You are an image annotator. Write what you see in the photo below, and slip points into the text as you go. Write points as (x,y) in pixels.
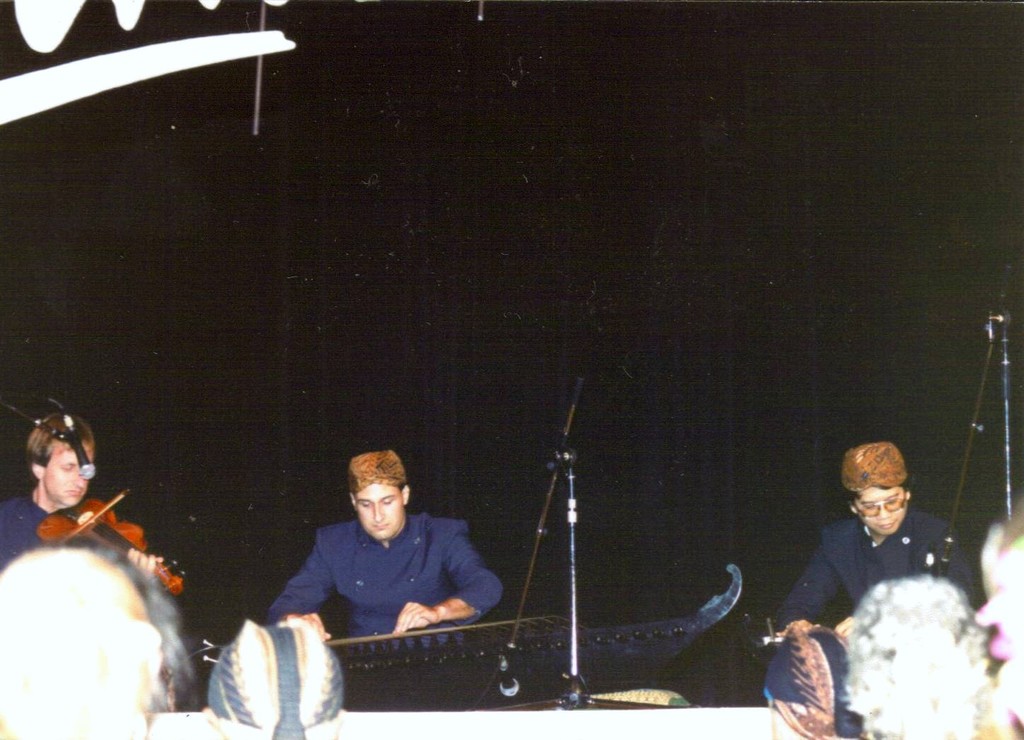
3 people (151,565) are sitting on the stage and playing musical instruments (69,517). the person (37,508) at the left (67,498) is playing a brown violin (106,525). they are wearing blue dress (371,550) and a cap (375,468). in front of them there are microphones (87,462). in the front (801,683) people (899,708) are watching them. behind them there is black background (217,344).
